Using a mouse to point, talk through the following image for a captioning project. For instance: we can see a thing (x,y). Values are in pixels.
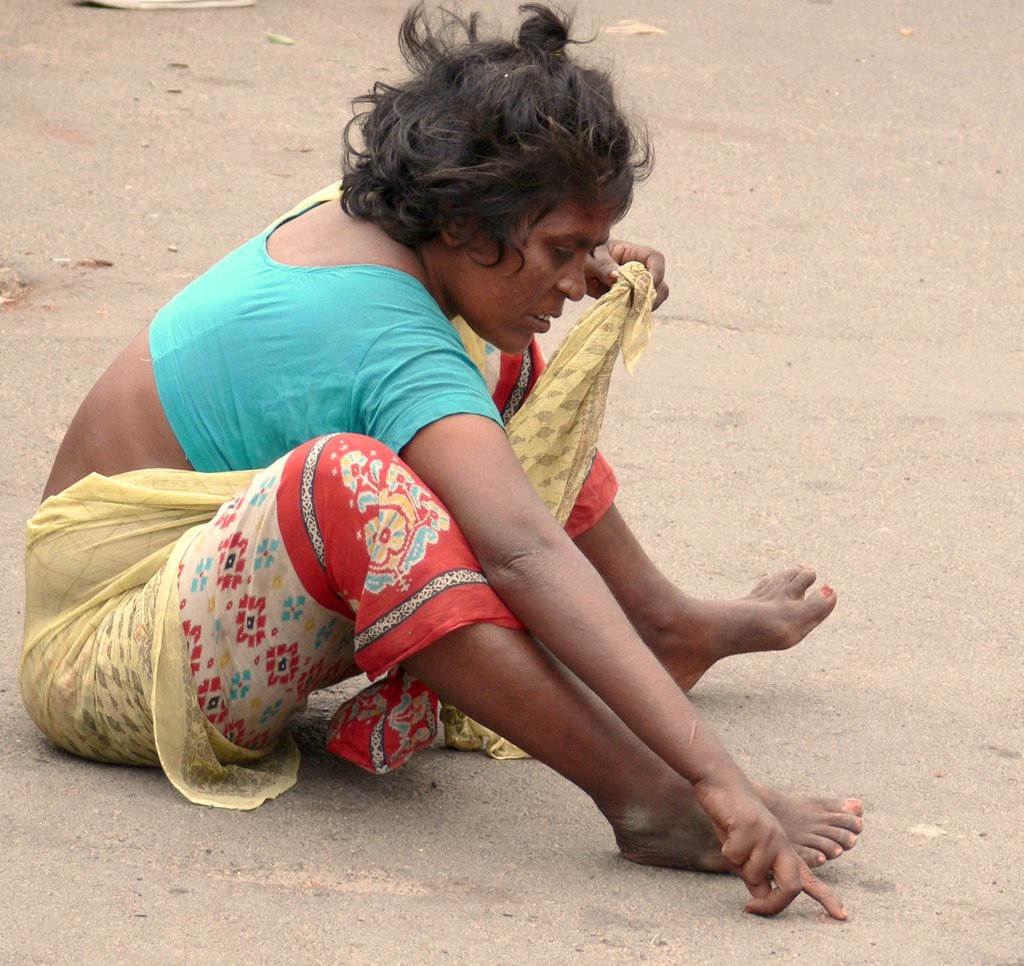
In this image we can see a person (249,497) wearing yellow color saree (163,535) sitting on the road (382,59).
